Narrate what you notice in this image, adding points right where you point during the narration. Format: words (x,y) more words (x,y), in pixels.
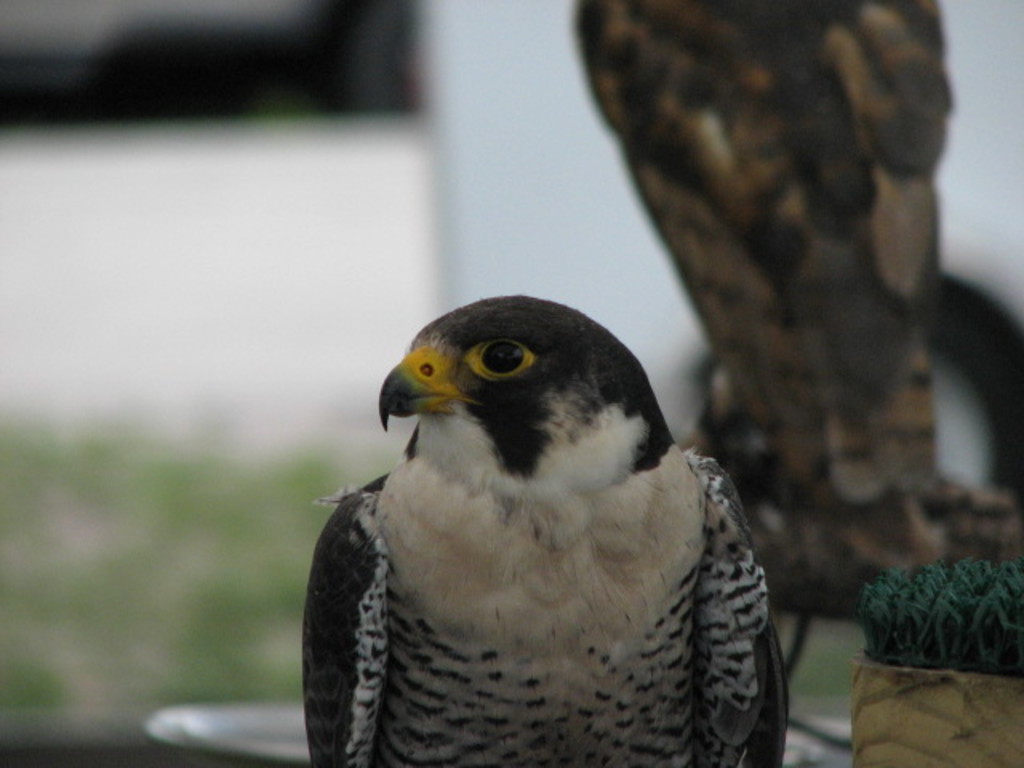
In the image we can see the bird (597,527), white, black and yellow in color, and the background (423,228) is blurred.
